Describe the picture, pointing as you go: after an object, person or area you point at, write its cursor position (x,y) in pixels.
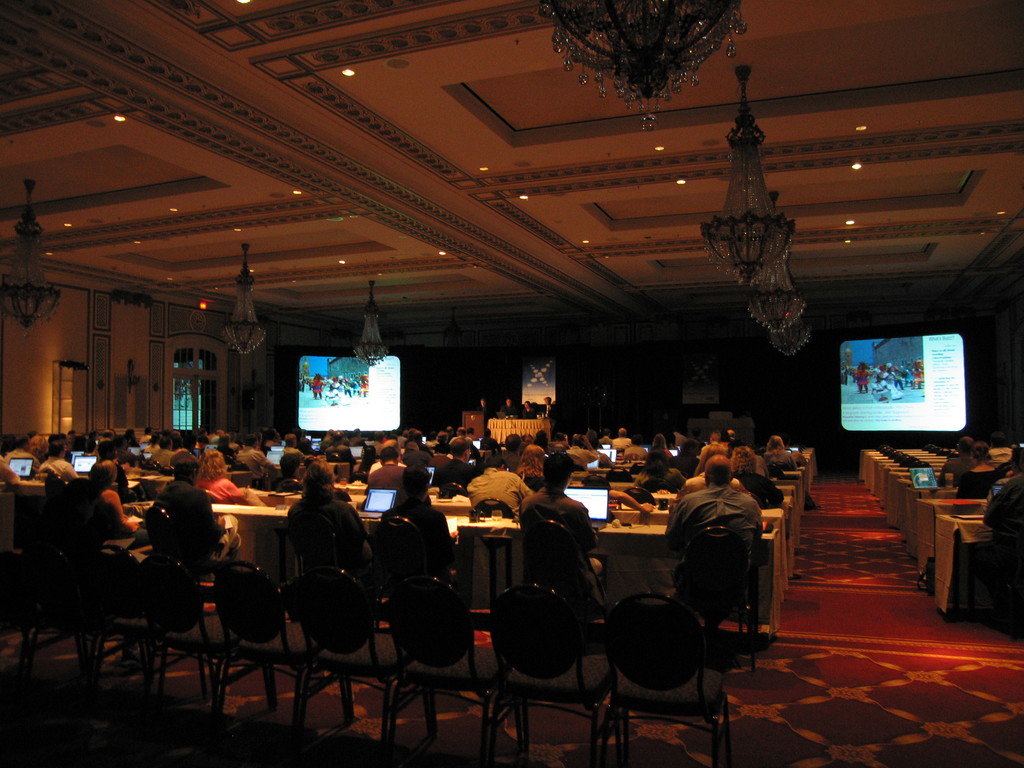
The picture is taken in a big hall (817,587) in which so many people (265,470) sitting on the chairs (503,602) and in front of them there are laptops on the table (636,537) and in the middle (525,407) there are people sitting on the stage (506,416) and beside them there are two big screens (843,391) present and there are so many chandeliers (771,317) are hanged from the roof (712,211) in the room (840,636).
